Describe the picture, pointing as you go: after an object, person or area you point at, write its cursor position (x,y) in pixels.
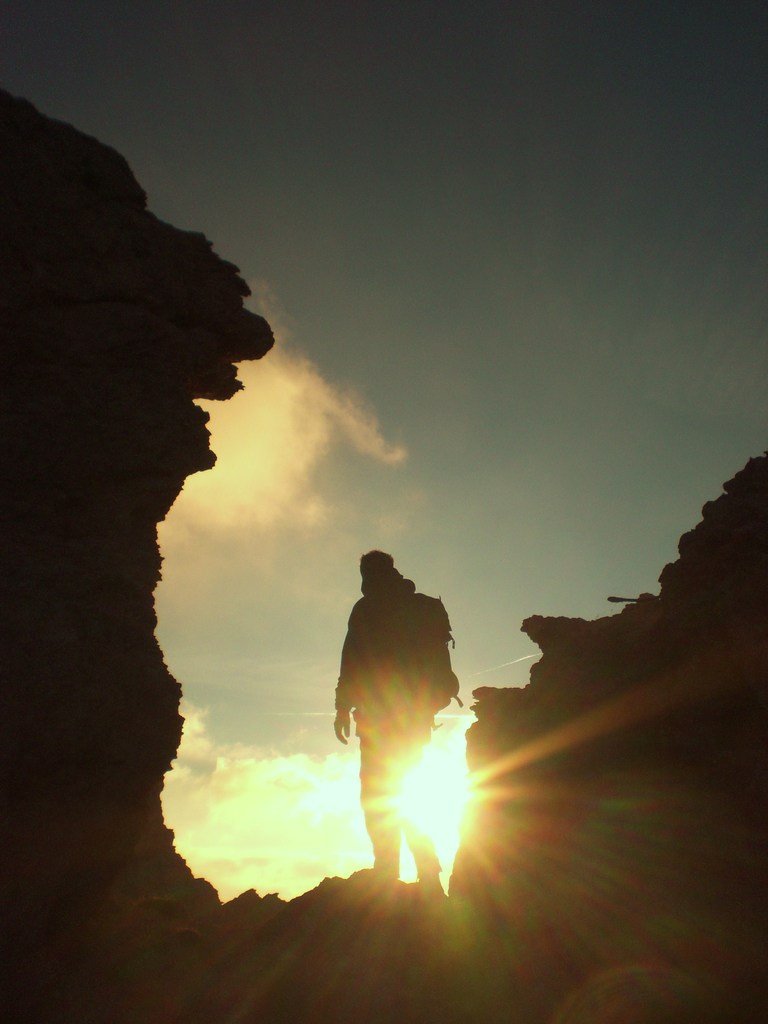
In this image there is the sky (477,258) towards the top of the image (498,296), there are clouds (218,451) in the sky (314,520), there is the sun (446,787) in the sky (442,750), there are mountains (151,905) towards the bottom of the image (554,943), there is a man (399,687) standing, he is wearing a bag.
